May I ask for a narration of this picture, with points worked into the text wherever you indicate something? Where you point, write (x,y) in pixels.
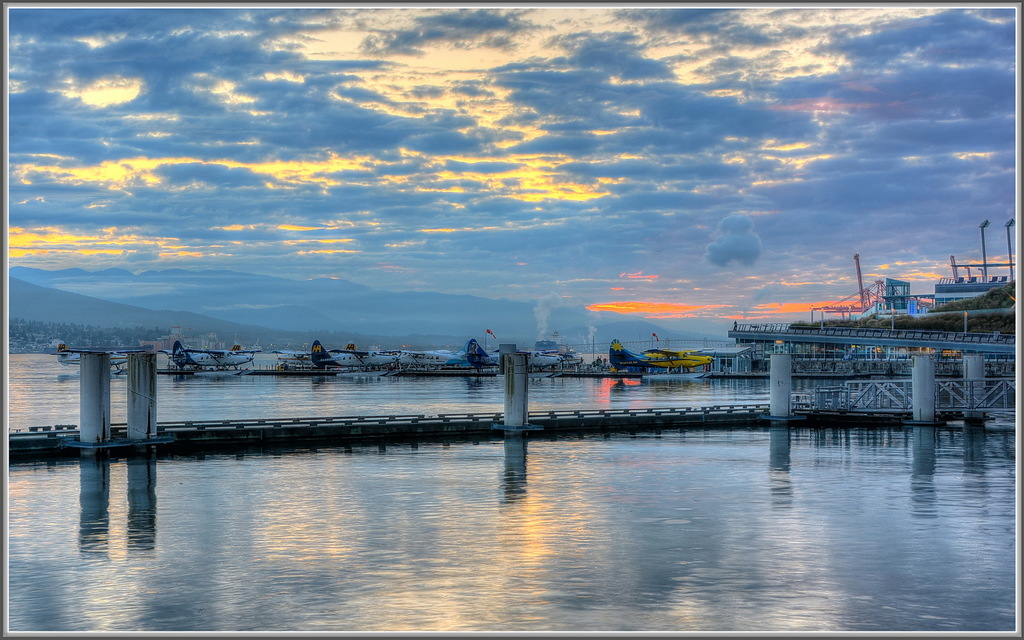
In this picture I can observe river (357,521) in the middle of the picture (399,393). I can observe airplanes (282,352) in the middle of the picture (399,357). In the background (366,163) there are some clouds (458,166) in the sky (628,164).
